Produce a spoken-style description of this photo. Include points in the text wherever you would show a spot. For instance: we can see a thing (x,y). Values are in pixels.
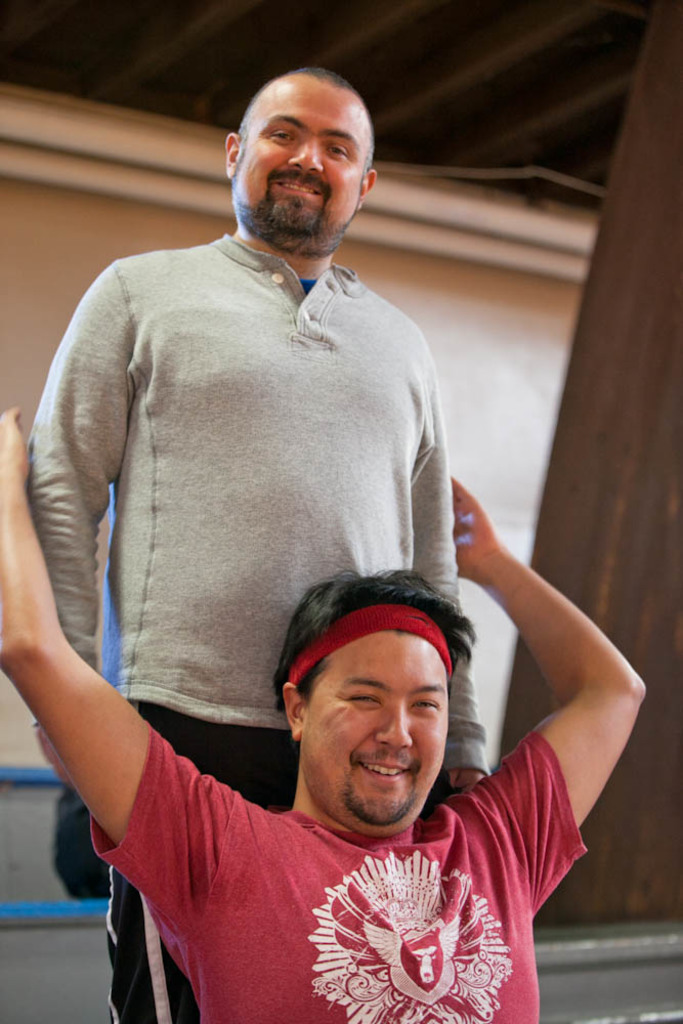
This image consists of two persons (375,832). In the front (155,886), the man (166,846) is wearing a red T-shirt (376,921). In the background (271,457), the man (336,415) is wearing a gray T-shirt (293,414). And we can see a wall (50,270). At the bottom (572,966), there is a floor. At the top (353,57), there is a roof (236,68).
